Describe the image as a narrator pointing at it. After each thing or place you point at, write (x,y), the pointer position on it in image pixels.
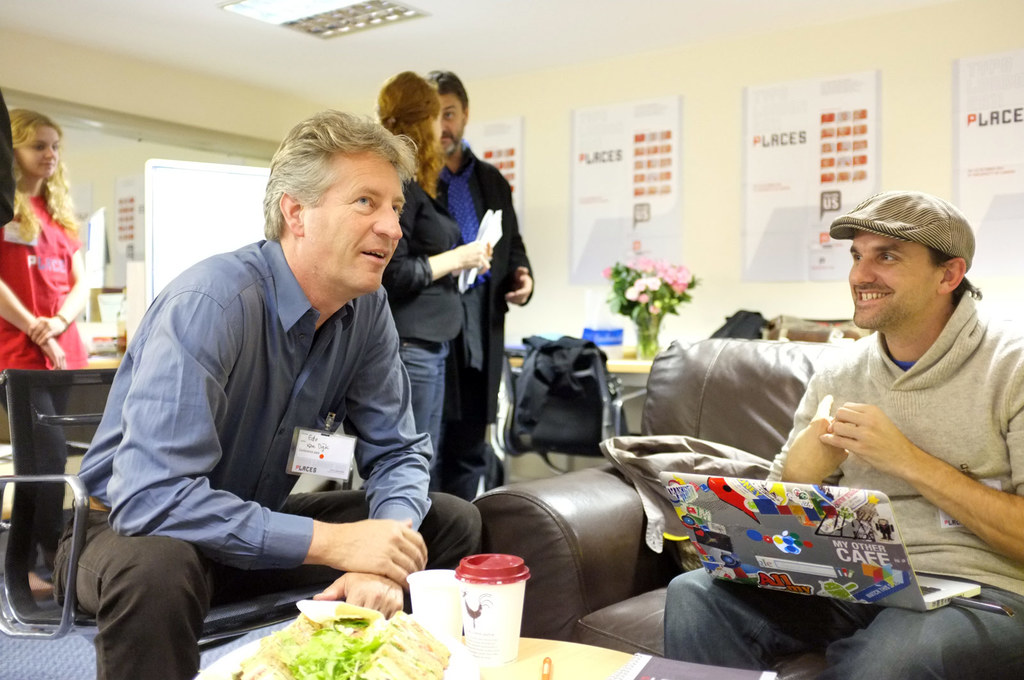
In this image we can see this people (404,449) are sitting on chair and sofa (772,450). We can see laptop (730,577) and some things (399,654) placed on the table (524,644). In the background (543,393) we can see few people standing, flower vase (661,302), bags (567,388) and posters (866,184) on wall (563,236).
